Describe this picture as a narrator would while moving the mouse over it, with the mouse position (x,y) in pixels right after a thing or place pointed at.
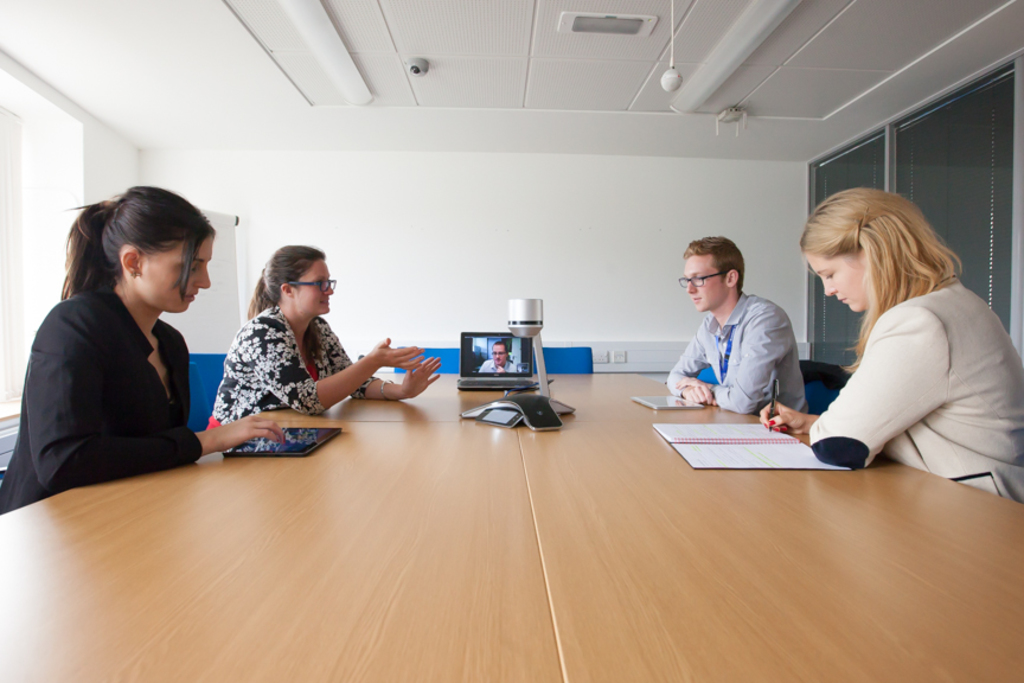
In this image I can see a four persons (109,288) sitting on the chair (216,360). On the table (509,510) there is a book (730,459), laptop (480,351).
